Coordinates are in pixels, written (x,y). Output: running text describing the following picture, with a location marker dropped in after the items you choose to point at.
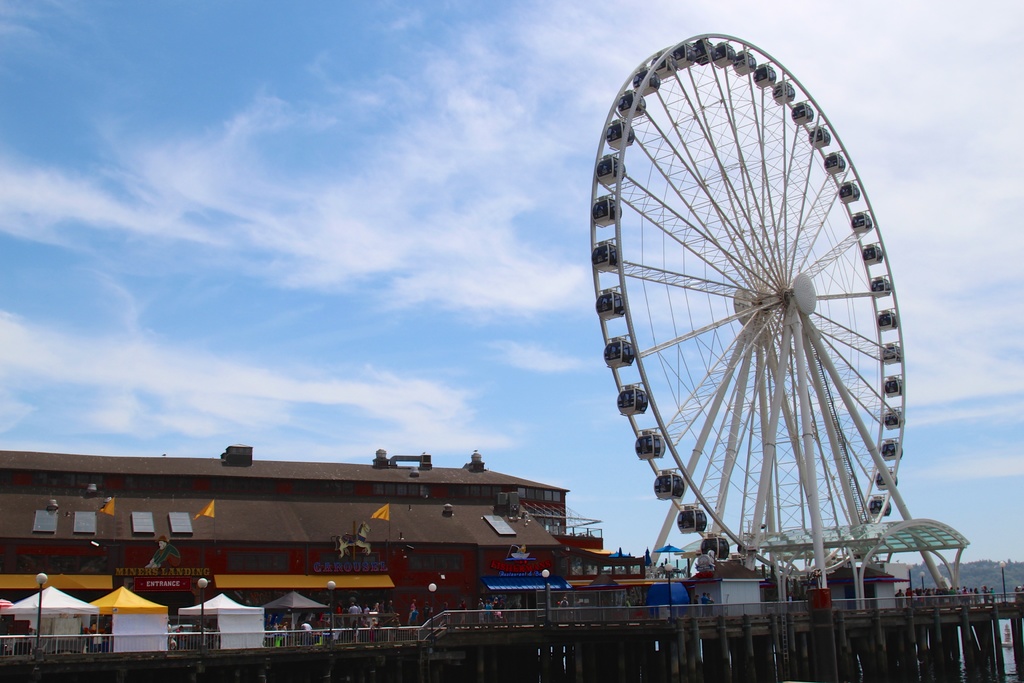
In the background (712,295) we can see a clear blue sky (855,279) with clouds (830,244). In this picture we can see flags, stores (676,577), boards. We can see a giant wheel (718,505), railing (653,604), people (488,604) and some stalls (664,592). At the bottom portion of the picture (744,625) we can see water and a bridge (728,625).
